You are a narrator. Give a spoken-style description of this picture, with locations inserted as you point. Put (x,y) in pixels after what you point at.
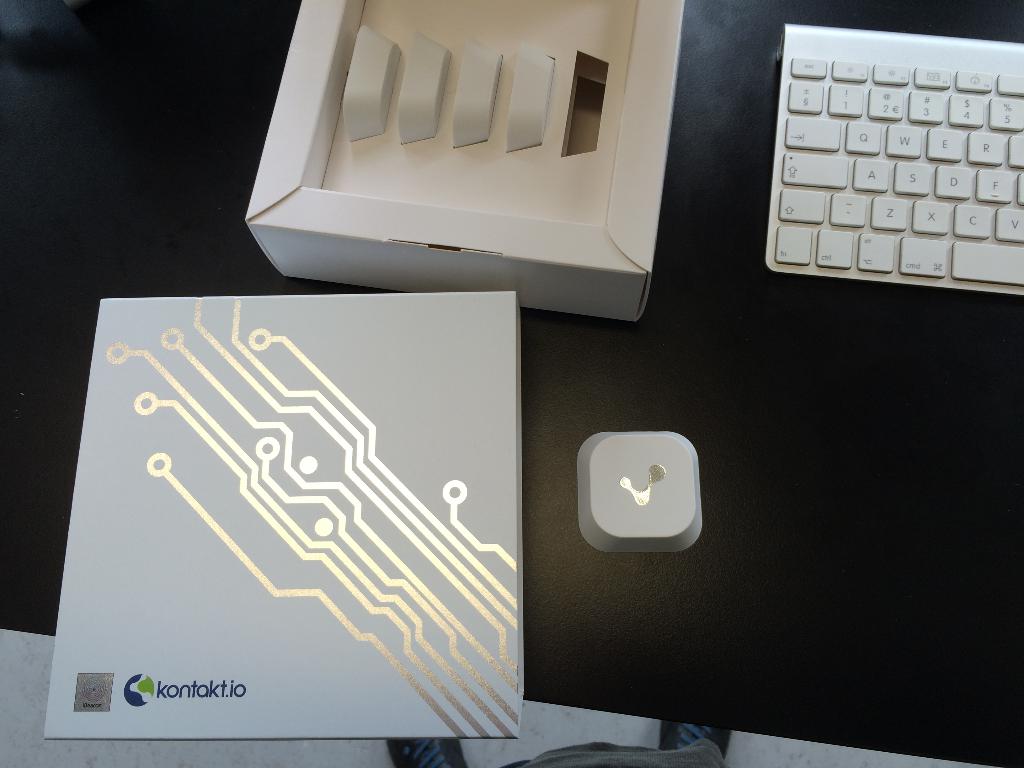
Here I can see a black color table (820,554) on which two boxes (612,230), keyboard (857,161) and a white color object (648,503) are placed. At the bottom of the image (213,749) I can see the floor (143,754).
